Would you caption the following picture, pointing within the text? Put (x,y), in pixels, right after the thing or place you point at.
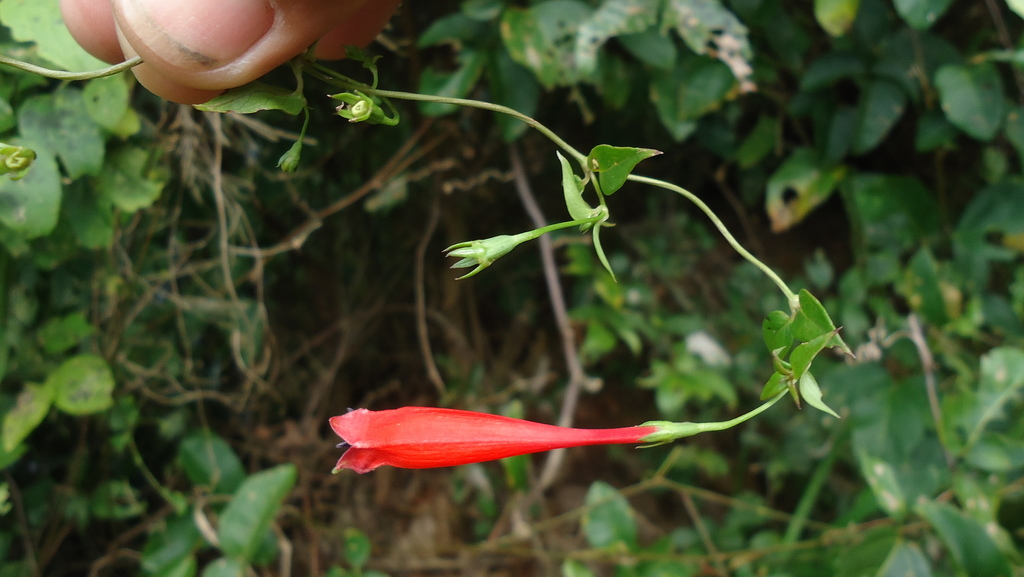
In this image I can see a person's hand (311,28) holding a plant (232,107) which is green in color and I can see a flower (340,454) to it which is red in color. In the background (640,10) I can see few plants (770,92) which are green in color.
